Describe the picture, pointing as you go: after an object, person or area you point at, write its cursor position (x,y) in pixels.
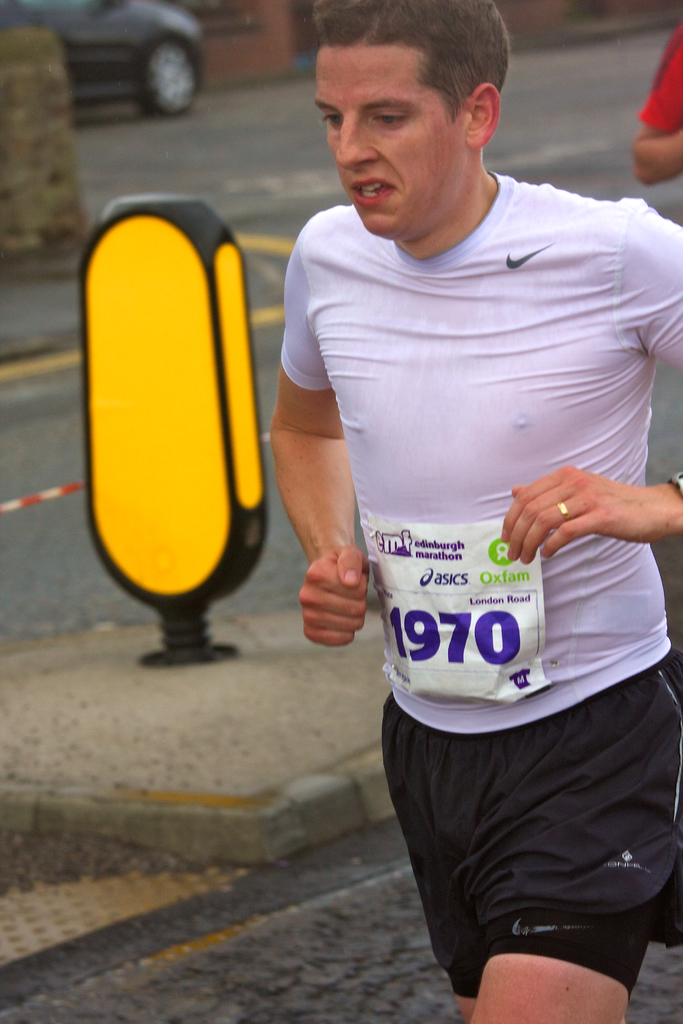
As we can see in the image in the front (389,580) there is a man (450,528) wearing white color t shirt (476,492) and wearing a race bib (458,690). In the background (124,69) there is a black color car (170,50).
